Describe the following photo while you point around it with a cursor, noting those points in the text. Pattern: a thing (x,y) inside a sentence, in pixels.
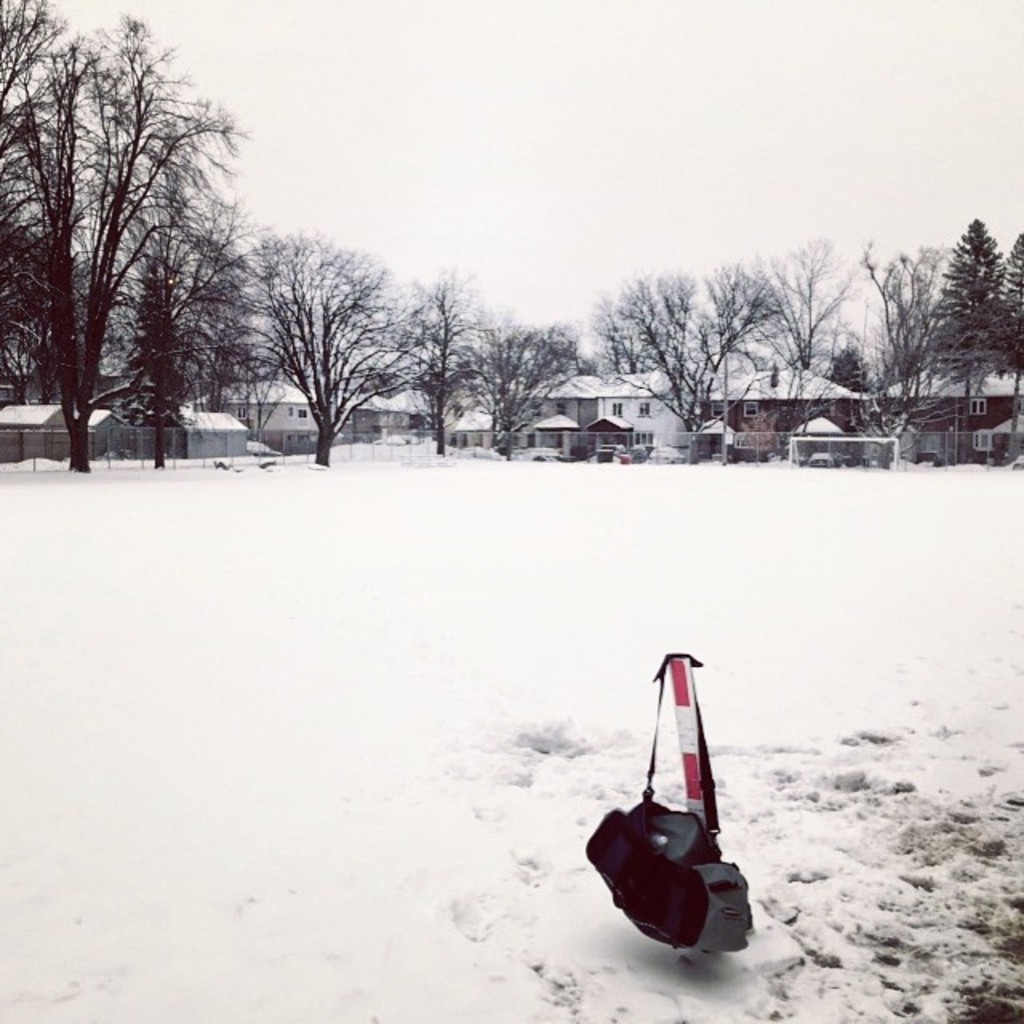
In this image there is a bag (701,734) hanging on the pole (686,750), there is snow (425,729) on the surface (353,760). In the background (524,332) there are trees (641,337), buildings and the sky (696,135).
